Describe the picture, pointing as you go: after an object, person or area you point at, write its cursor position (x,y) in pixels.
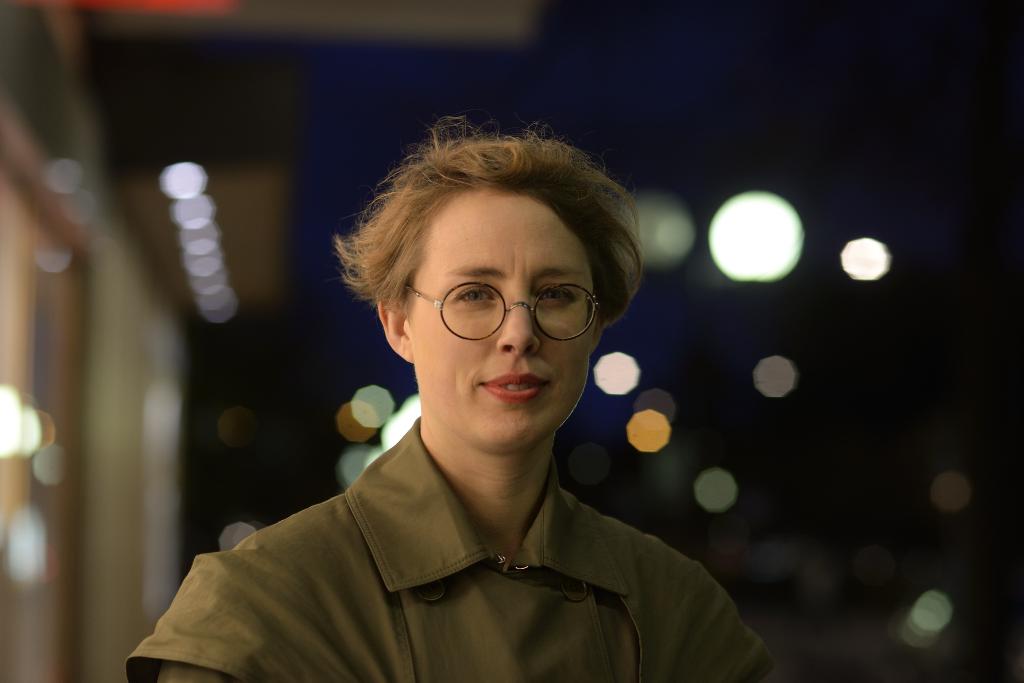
In the center of the image (600,247) there is a lady (133,677). In the background of the image (746,214) there are lights (339,410). To the left side of the image (147,167) there is a building (81,384).
